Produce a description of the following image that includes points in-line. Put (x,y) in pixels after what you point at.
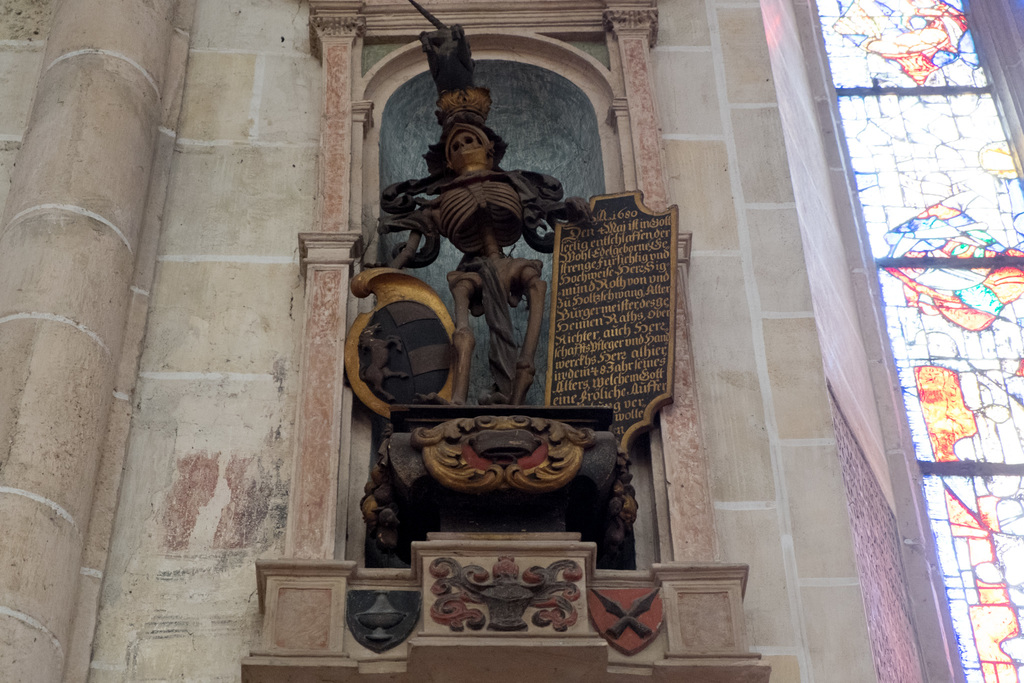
In the center of the image (469,270) there is a statue (560,483). In the background (854,187) we can see wall (783,598).
